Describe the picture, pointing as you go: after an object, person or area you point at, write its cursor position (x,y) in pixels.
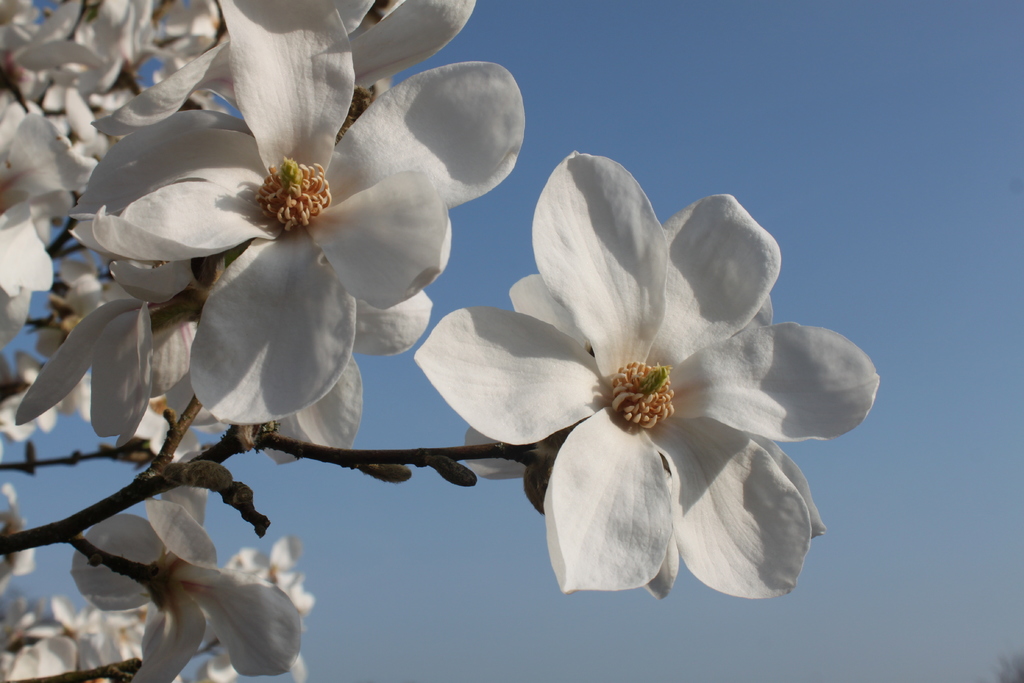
In this there are picture flowers (450,364) and stems (196,458) of a tree (153,488). Sky (621,50) is clear and it is sunny.
